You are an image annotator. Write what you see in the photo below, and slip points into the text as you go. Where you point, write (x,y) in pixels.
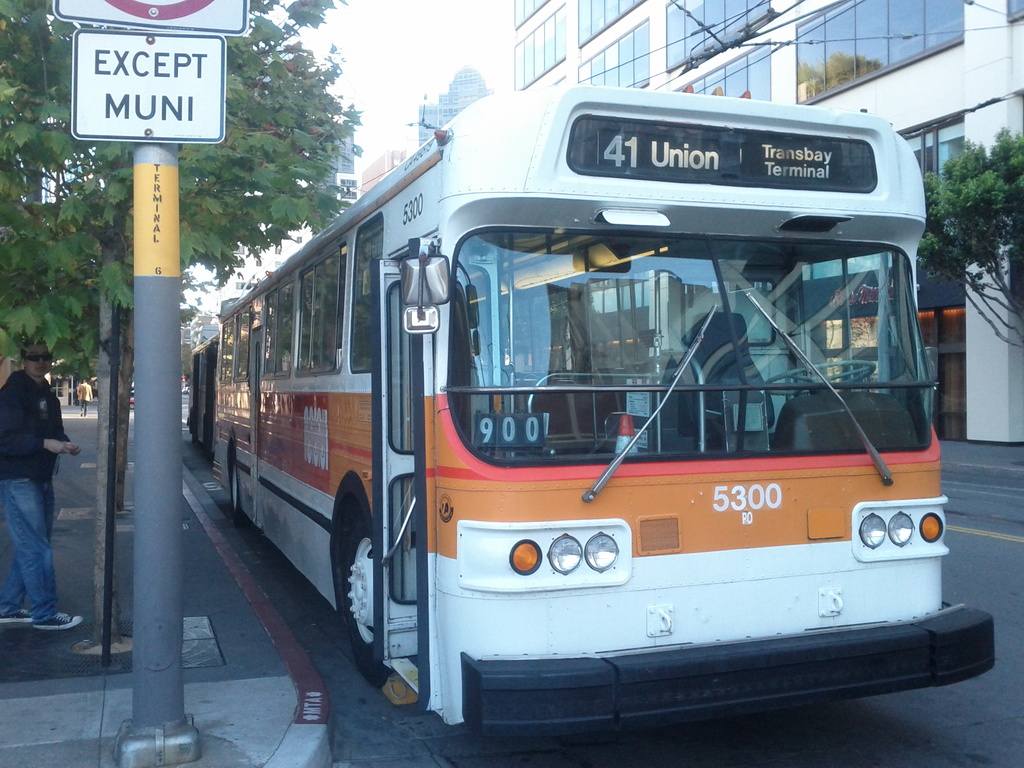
In this image we can see there is a bus (491,512) on the road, beside the bus (622,619) there is a pole (153,391) with sign boards (163,116), behind the pole (143,381) there is a tree (30,170), beneath the tree (95,299) there is the person (36,504) standing on the pavement (71,699). On the right side of the image (784,68) there are buildings (961,346) and trees (1016,231).
